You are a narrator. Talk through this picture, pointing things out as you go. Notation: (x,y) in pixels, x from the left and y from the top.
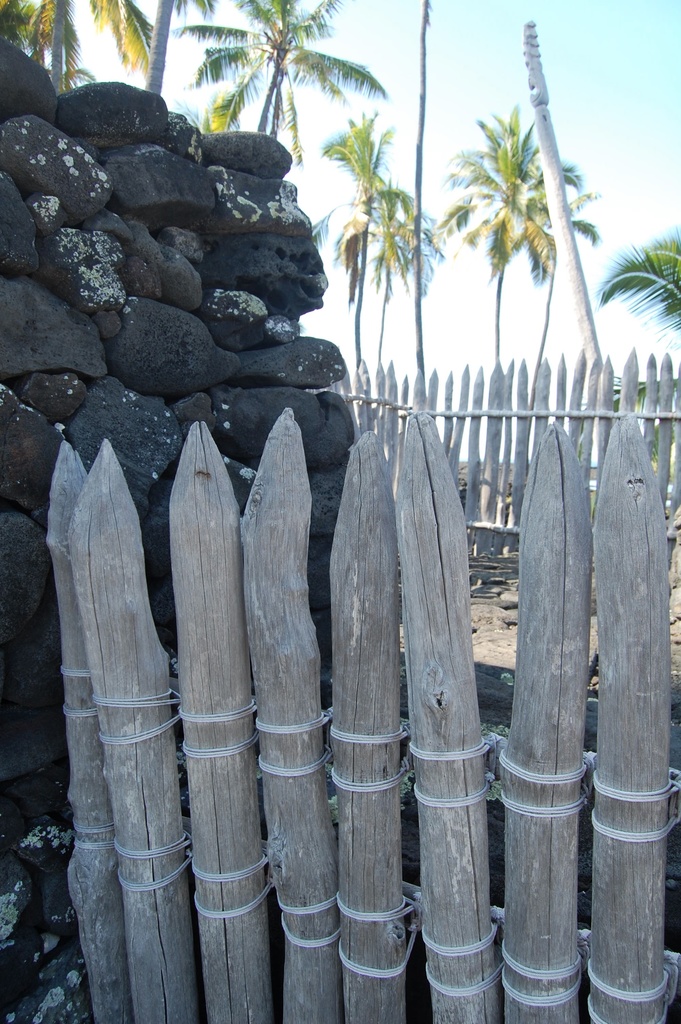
In this image, we can see wooden fencing (470,712), stone wall (224,451) and ground (581,881). Background (536,315) we can see few trees (272,53), pole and sky (442,291).
